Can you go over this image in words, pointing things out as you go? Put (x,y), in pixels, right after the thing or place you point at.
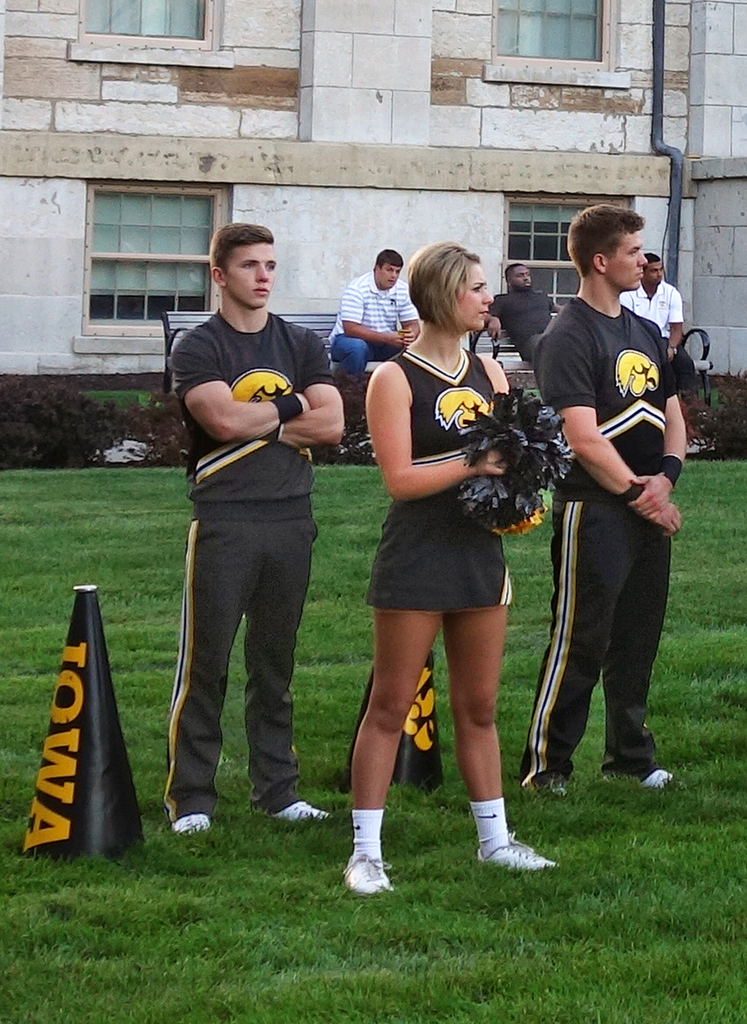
In this image I can see two men (246,507) and a woman (432,502) are standing and looking at the right side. On the ground (516,971), I can see the grass (309,958). In the background (376,301) there are people (399,301) sitting on the bench (325,334). At the back (701,229) there is a building (401,153).
